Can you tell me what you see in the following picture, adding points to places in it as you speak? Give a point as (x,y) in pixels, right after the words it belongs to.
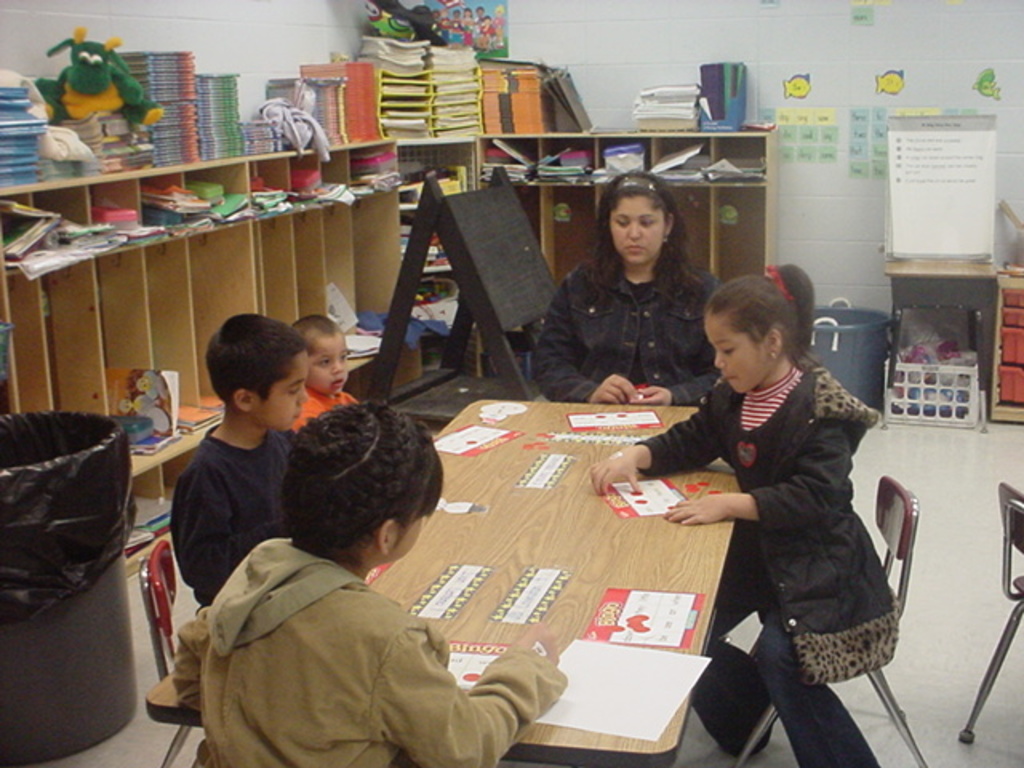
On the background (712,46) we can see a wall (703,60) and posters (826,112) over it. We can see cupboards (699,137) and books (661,103) are arranged here. Here we can see few persons (836,445) sitting on chairs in front of a table (692,556) and on the table (699,542) we can see papers (544,719). This is a blackboard (531,278). This is a basket (898,375). Here we can see a trash can (92,479) with black cover (116,518). This is a floor (951,612).
